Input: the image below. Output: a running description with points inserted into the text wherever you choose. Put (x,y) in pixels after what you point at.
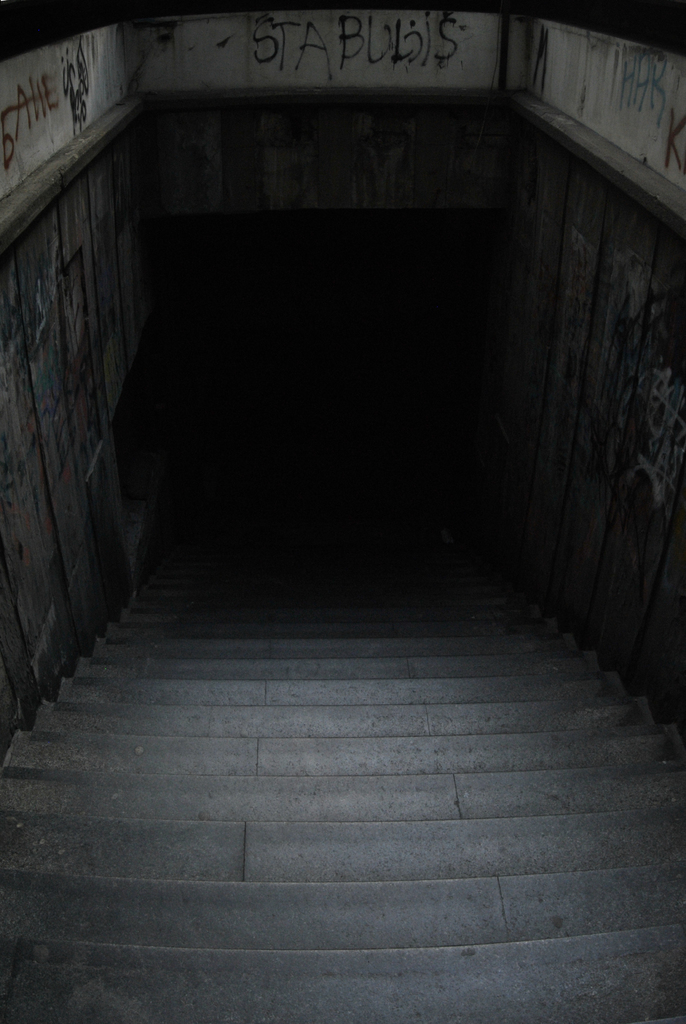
IN this image we can see the stairs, and some texts (76,108) on the wall (516,73).
